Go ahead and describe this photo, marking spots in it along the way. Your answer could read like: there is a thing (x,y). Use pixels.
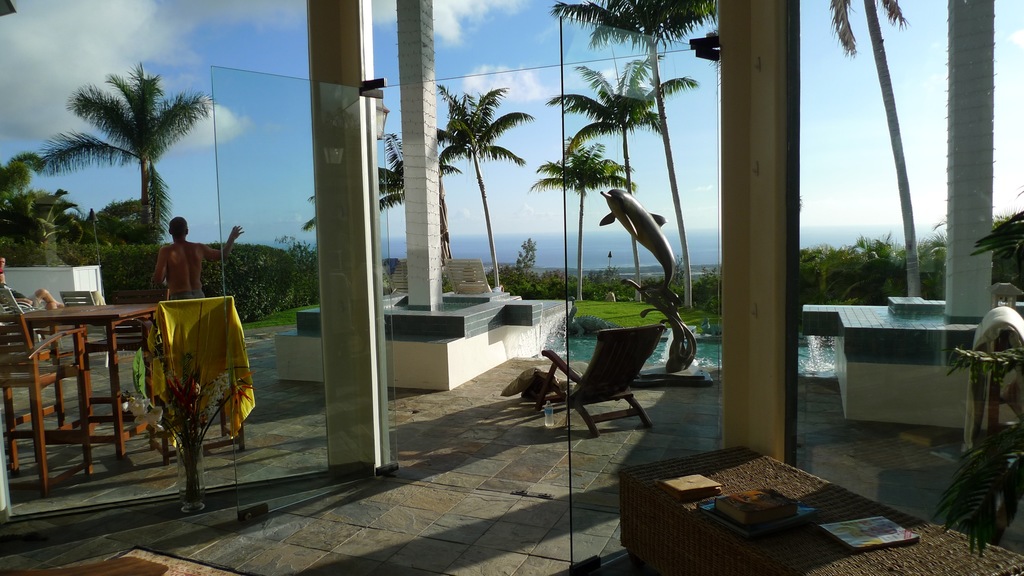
In this image on the left side (76,342) there is one table (112,348) and some chairs (78,334) and one person (166,269) is standing, and also there are some trees (45,253) and plants (295,297) and one cloth (242,363). In the center (621,359) there is one chair (597,377), swimming pool (578,346), dolphin (656,291), pillars (362,154), glass door (361,213) and at the bottom (400,561) there is a floor (559,467). On the floor (564,450) there is one bottle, on the right side (965,81) there is a pillar (955,94) and a table (895,556). On the table (926,556) there are some books (711,504) and in the background (387,174) there are some trees (623,167) and on the top of the image (248,80) there is sky (380,63).
